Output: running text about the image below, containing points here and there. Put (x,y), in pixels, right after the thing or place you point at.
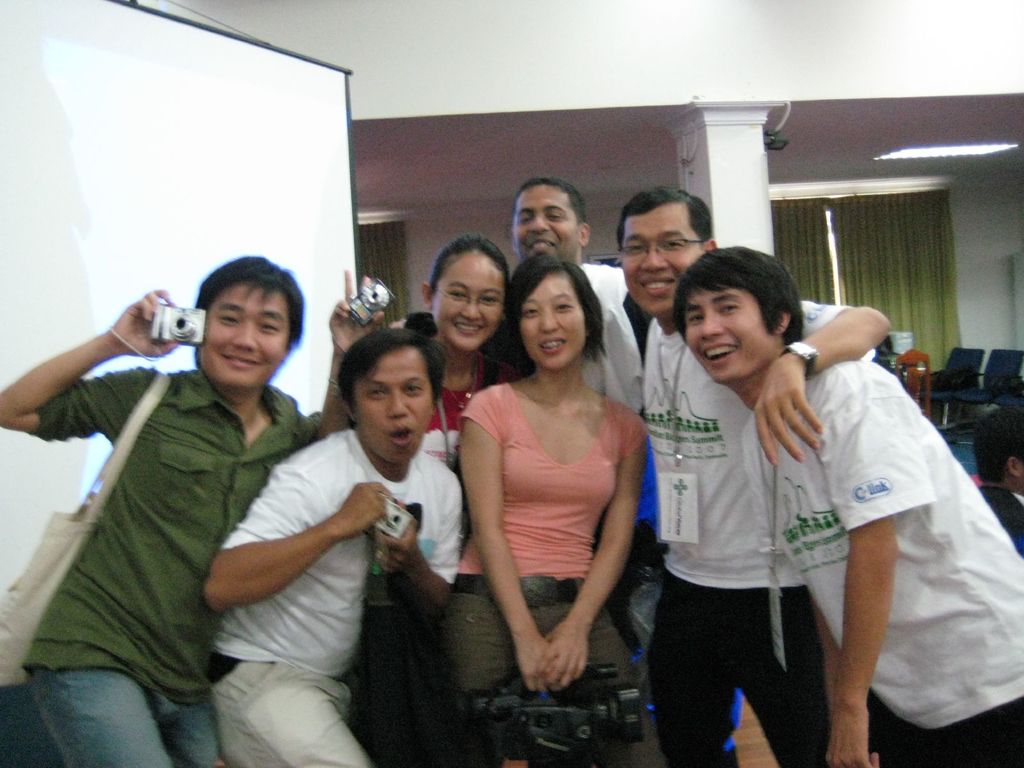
In this image there are group of people (474,559) standing. They are smiling. There are three people (357,440) holding cameras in their hands (364,503). To the left (128,246) there is a projector board (209,211). In the background (693,181) there is a pillar (699,146) to the wall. There are curtains (841,240) to the windows (829,235). To the right (952,389) there are chairs (959,391). There is a light (962,154) to the ceiling (915,159).
